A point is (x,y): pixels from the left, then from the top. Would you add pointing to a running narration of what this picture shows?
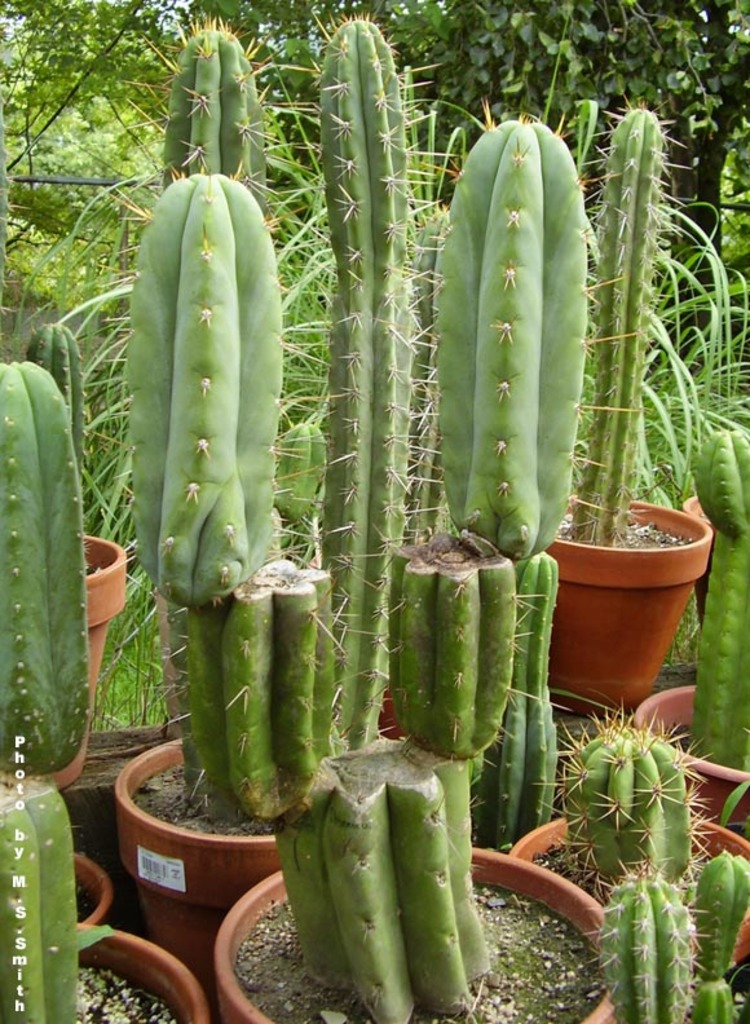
In this image there are pots (217,867) having cactus plants (356,811). Background (721,129) there are trees (57,217) and plants (72,263).
